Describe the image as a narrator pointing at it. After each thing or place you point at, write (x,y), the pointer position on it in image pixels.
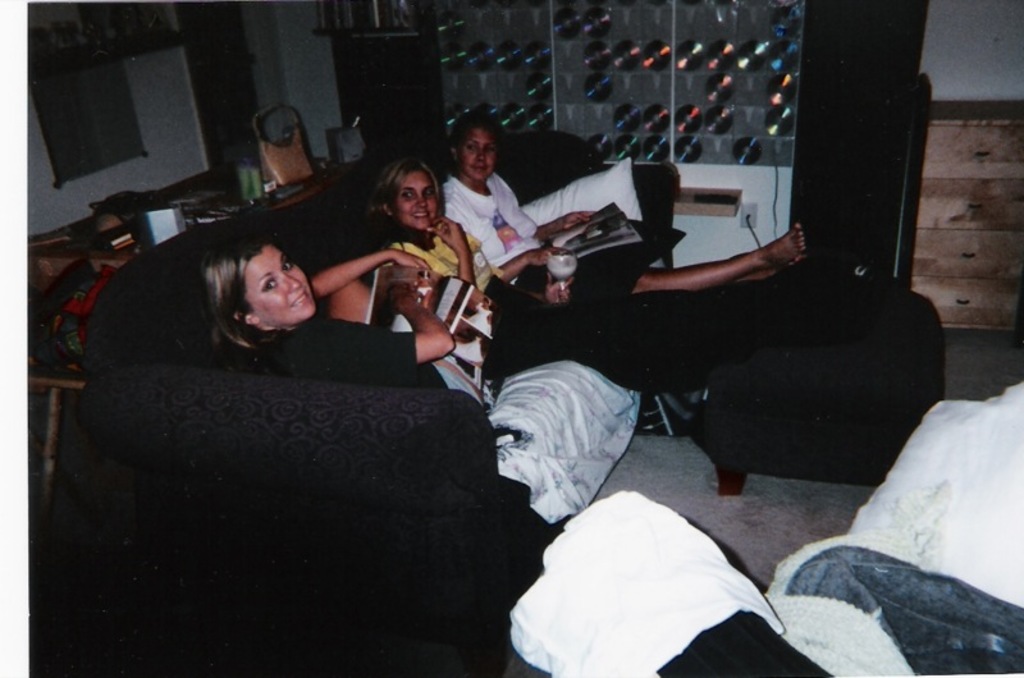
This is an inside view of a room (376,325). Here I can see three women (503,210) are sitting on the couch (476,412), smiling and giving pose for the picture. At the bottom (707,611) I can see some clothes (746,600). In the background (183,231) there is a table (317,182) on which few objects (174,207) are placed and I can see a wall (299,70).
